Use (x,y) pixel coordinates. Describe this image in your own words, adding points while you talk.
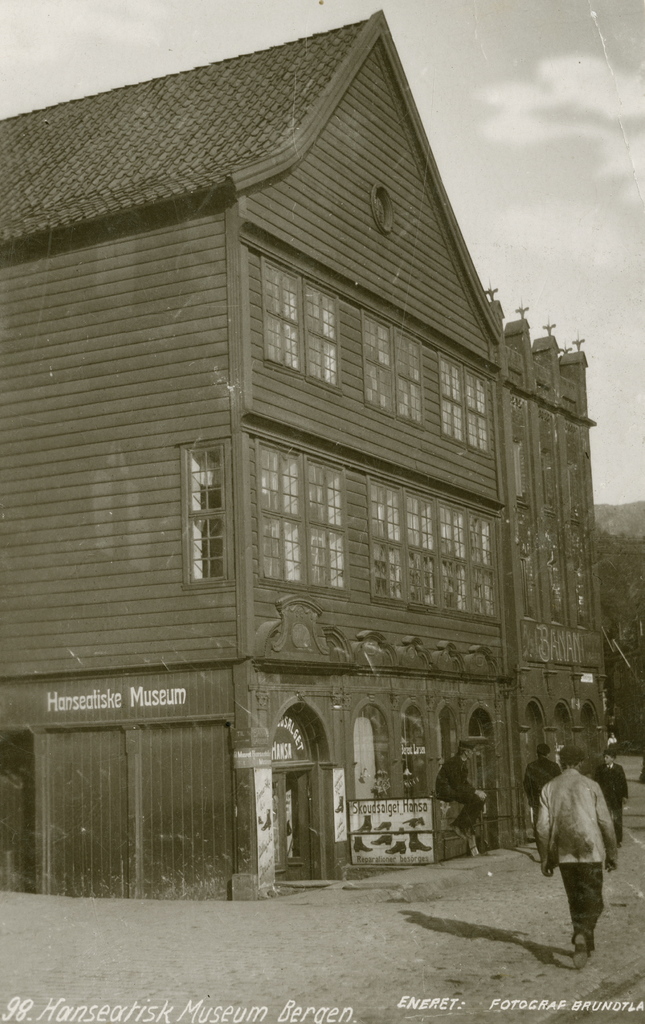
This is a black and white picture. On the right side (543,827), we see a man (574,884) is standing. At the bottom (607,874), we see the road (607,874). In front of him, we see two men (550,773) are standing. Beside them, we see a man (460,748) is sitting on the railing (450,822). Beside him, we see a board (391,807) in white color. In the middle (398,555), we see a building (207,667). There are trees (607,590) in the background (604,551). At the top (486,196), we see the sky (530,185).
